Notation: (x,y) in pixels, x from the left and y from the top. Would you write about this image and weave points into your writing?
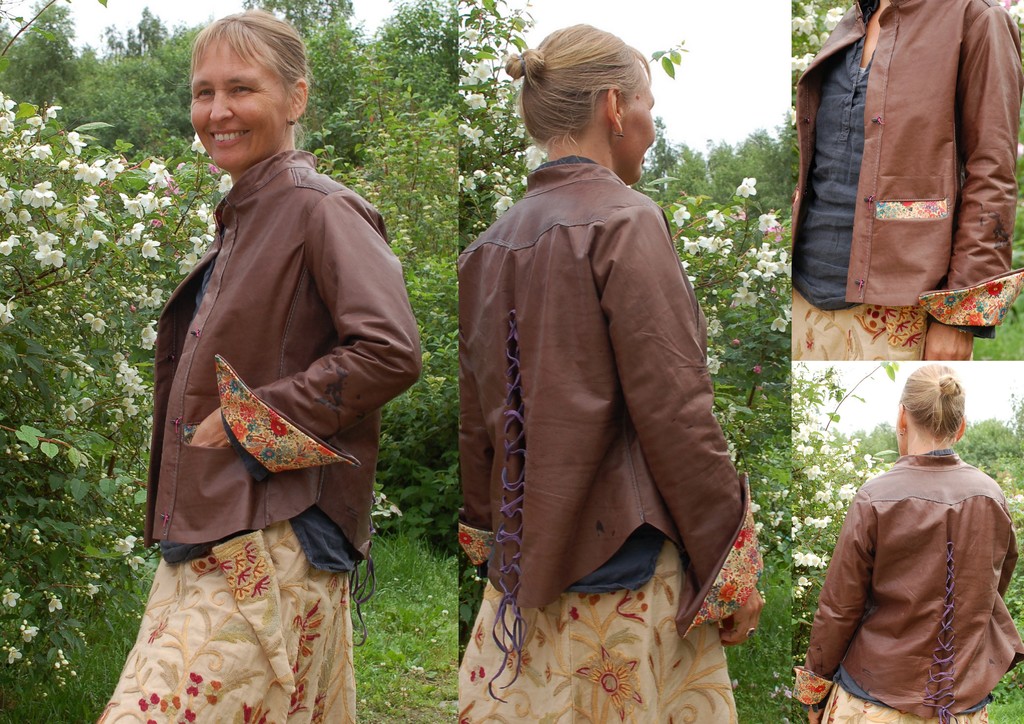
In this image I can see the collage picture and I can also see the person (615,301) standing and the person (642,398) is wearing brown, black and cream color dress (640,634). In the background (39,194) I can see few flowers (224,185) in white color, trees (402,191) in green color and the sky (671,92) is in white color.
